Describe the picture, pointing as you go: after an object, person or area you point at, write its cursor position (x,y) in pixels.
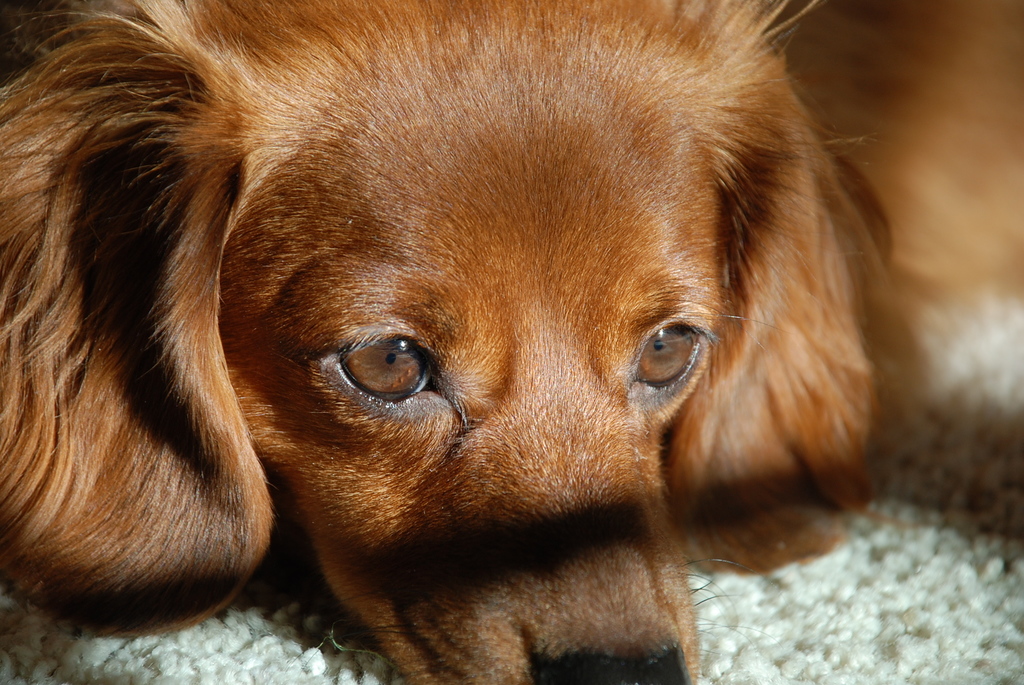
In this picture we can see a brown color dog (465,373), at the bottom (837,610) there is a mat (835,634).
